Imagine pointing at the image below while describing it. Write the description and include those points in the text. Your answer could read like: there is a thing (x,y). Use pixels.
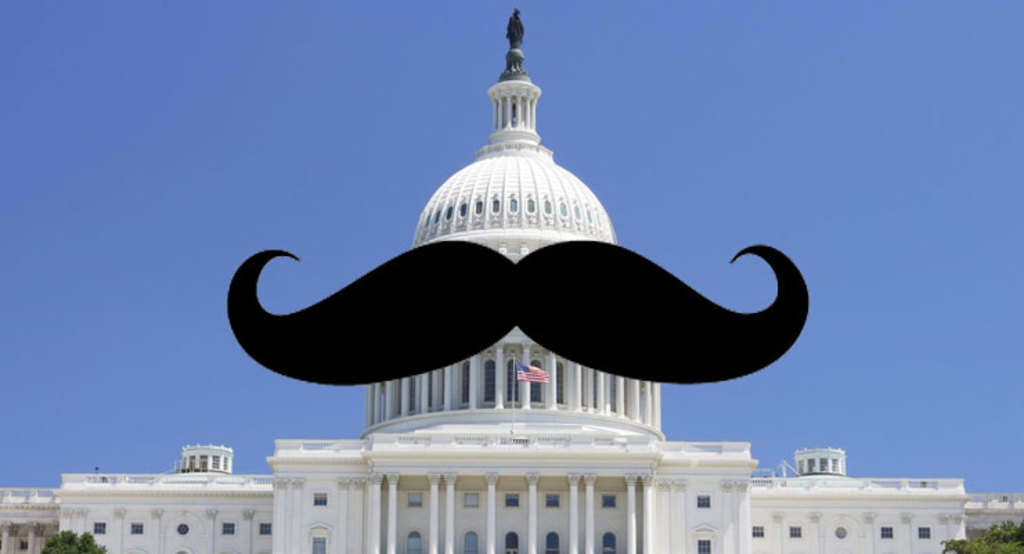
In this picture I can see at the bottom (436,489) there is a building (549,495), there is a flag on it. There are trees (984,544) on either side of this image, in the middle (503,263) it looks like a mustache (575,305). At the top (520,52) there is a statue (518,72) on the building (513,154), there is the sky (373,113), it is an edited image.
